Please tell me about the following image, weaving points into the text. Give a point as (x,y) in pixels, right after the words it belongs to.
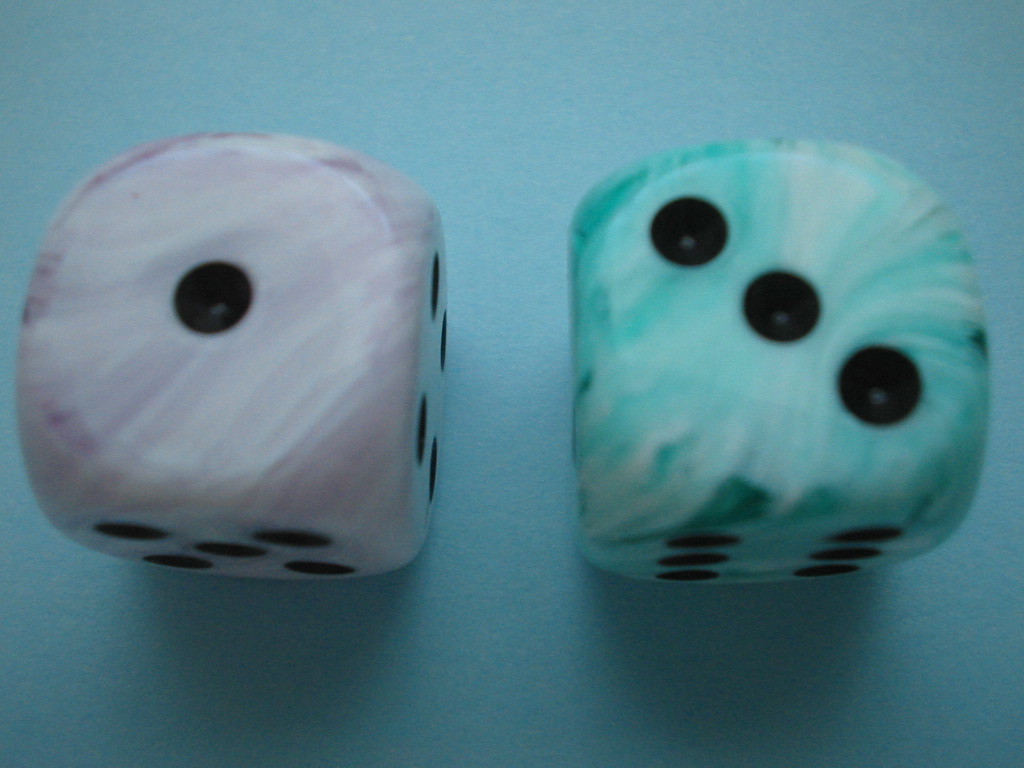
In this image we can see two dice (336,335), one is in blue color and the other one is in pink color.
